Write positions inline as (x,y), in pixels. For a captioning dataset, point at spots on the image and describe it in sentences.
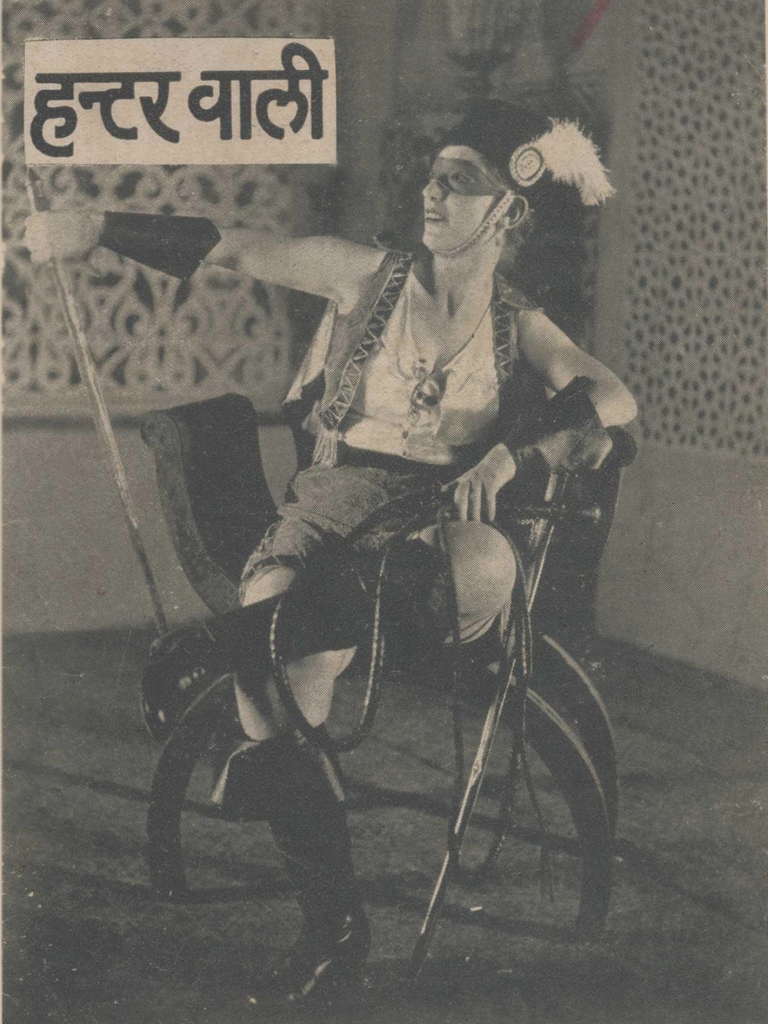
This is black and white image where we can see a woman (313,488) is sitting and holding rope (415,497) in her hand (464,488). Behind her wall (164,376) is there. At the top of the image (138,96) watermark (116,87) is there.
